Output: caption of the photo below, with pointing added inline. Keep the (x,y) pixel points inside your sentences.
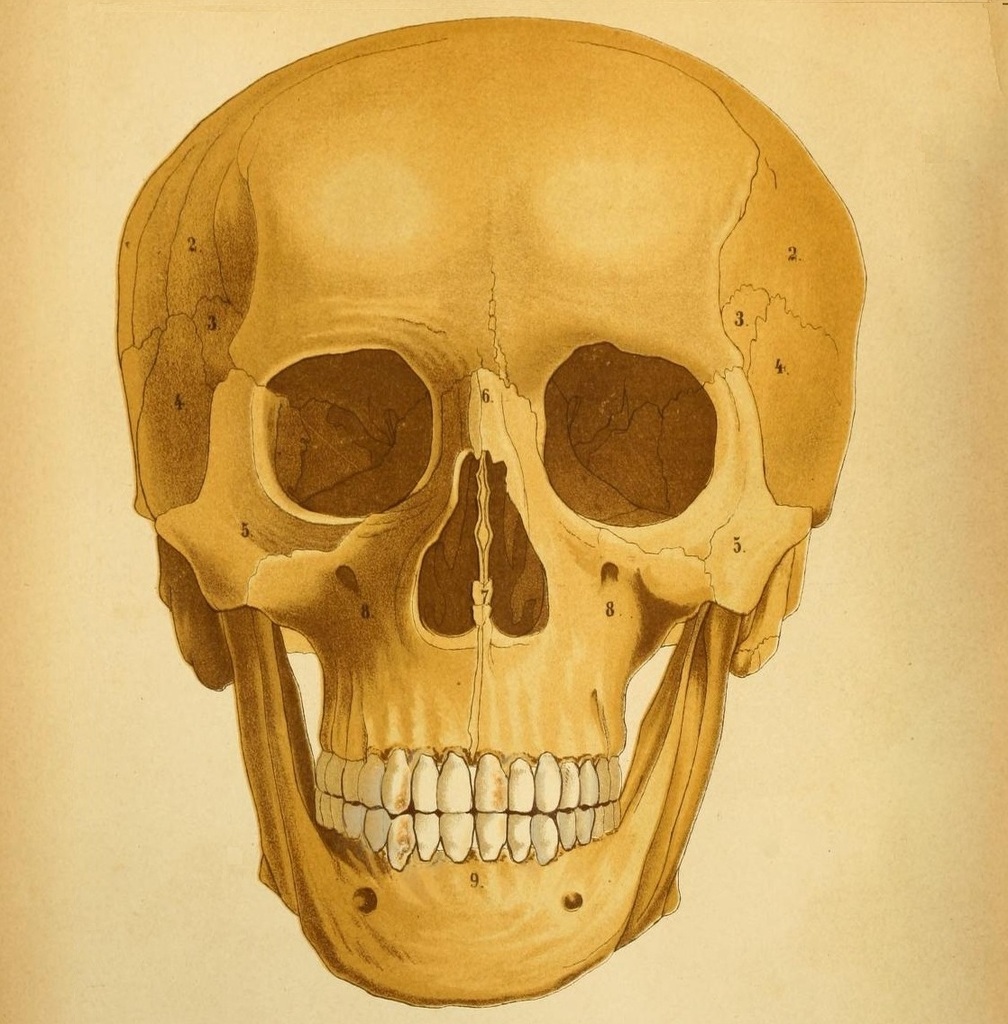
In this image, we can see a poster (452,492). Here we can see a skull (493,487) labeled with numbers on it.
